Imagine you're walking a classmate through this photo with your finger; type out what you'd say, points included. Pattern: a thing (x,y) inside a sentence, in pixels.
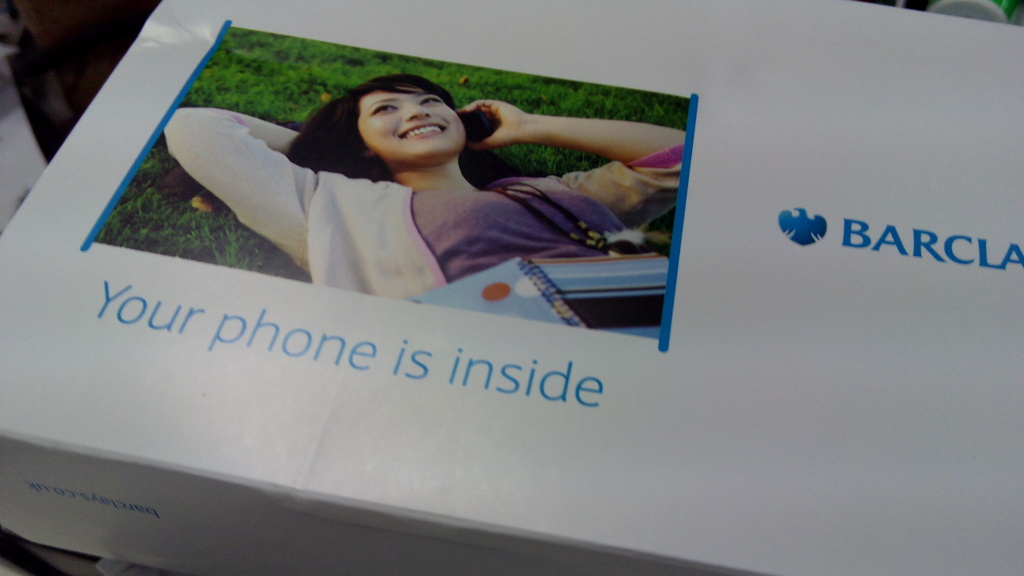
In this picture there is a box (180,222), on the box (327,312) there is a photo (477,178) of a woman (382,150) lying on the grass (226,207) holding mobile (482,135). On the paper (437,361) there is text (879,243). The background (44,46) is blurred.
